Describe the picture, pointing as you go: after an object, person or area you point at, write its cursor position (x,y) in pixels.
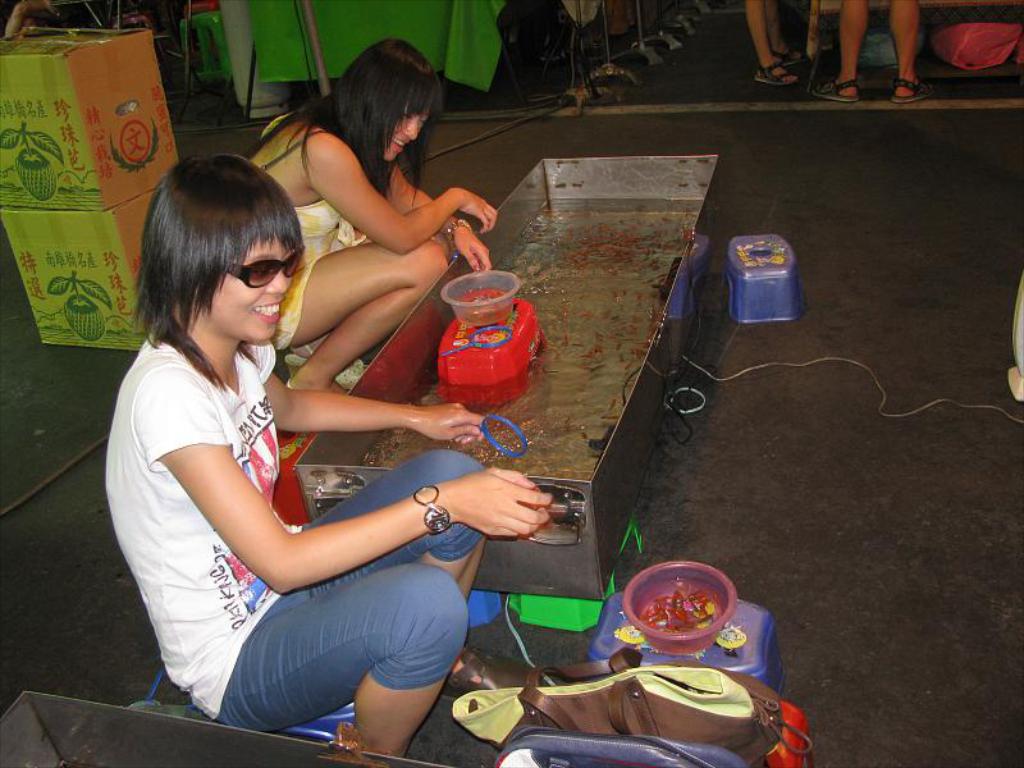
In this image, we can see two persons (322,387) wearing clothes (327,516). There are bags (586,691) at the bottom of the image (629,678). There are boxes (130,163) in the top left of the image (129,144). There is a cloth (410,32) at the top of the image (349,16). There are people legs (855,30) in the top right of the image (912,92). There is a metal water tub (565,456) and some plastic stools (549,603) in the middle of the image (434,441).
